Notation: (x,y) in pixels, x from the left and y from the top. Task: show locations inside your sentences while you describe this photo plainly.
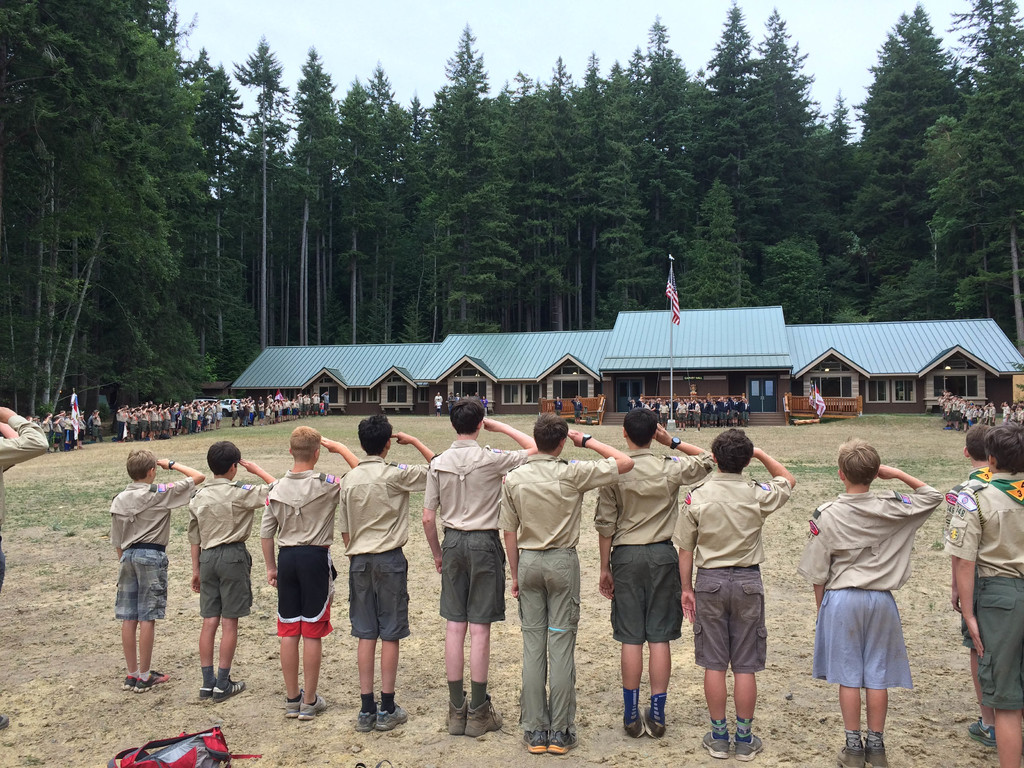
In this picture we can see the group of persons (290,534) who are wearing the same dress (313,511) and they are saluting to the flag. In the background (772,333) we can see the building (370,374) and many trees (931,242). At the top (519,1) we can see the sky (621,43) and clouds (509,35). At the bottom (201,747) we can see the bag (167,747) near to the person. In front of the building (744,377) we can see the group of persons (730,404) standing near to the benches (551,400). On the left (262,401) we can see another group of persons (217,403).
